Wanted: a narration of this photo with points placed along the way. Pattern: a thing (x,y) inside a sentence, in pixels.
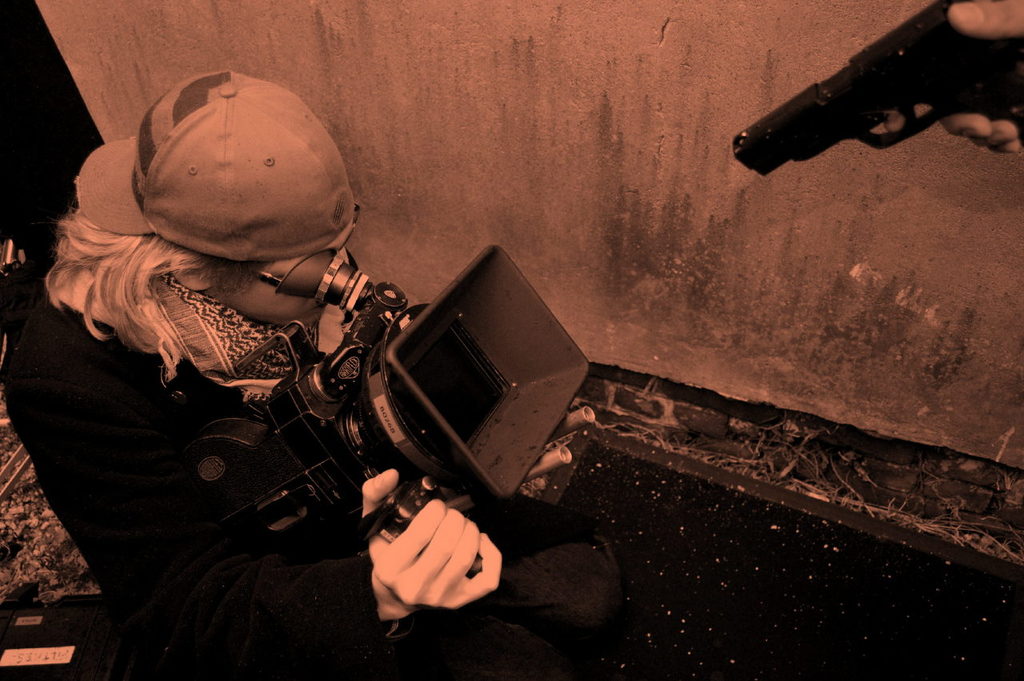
In the center of the image (350,400) we can see a person (319,335) is sitting and she is holding a camera (378,425). On the left side of the image (26,615), we can see some objects (30,592). At the top right side of the image (986,15), we can see the fingers (984,122) of a person (1014,33) is holding a gun (901,92). In the background (780,62) there is a wall (536,126).
